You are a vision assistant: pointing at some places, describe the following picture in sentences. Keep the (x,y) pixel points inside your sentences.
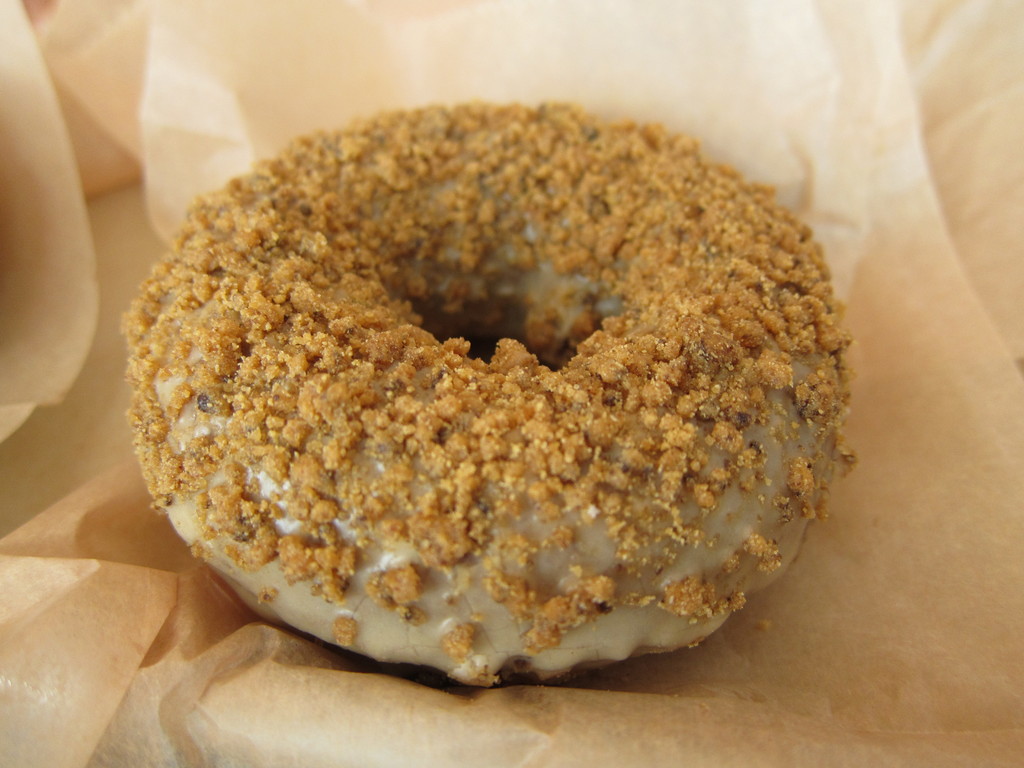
In this picture, I can see a sweet (729,565) which is kept on a paper (308,659).
